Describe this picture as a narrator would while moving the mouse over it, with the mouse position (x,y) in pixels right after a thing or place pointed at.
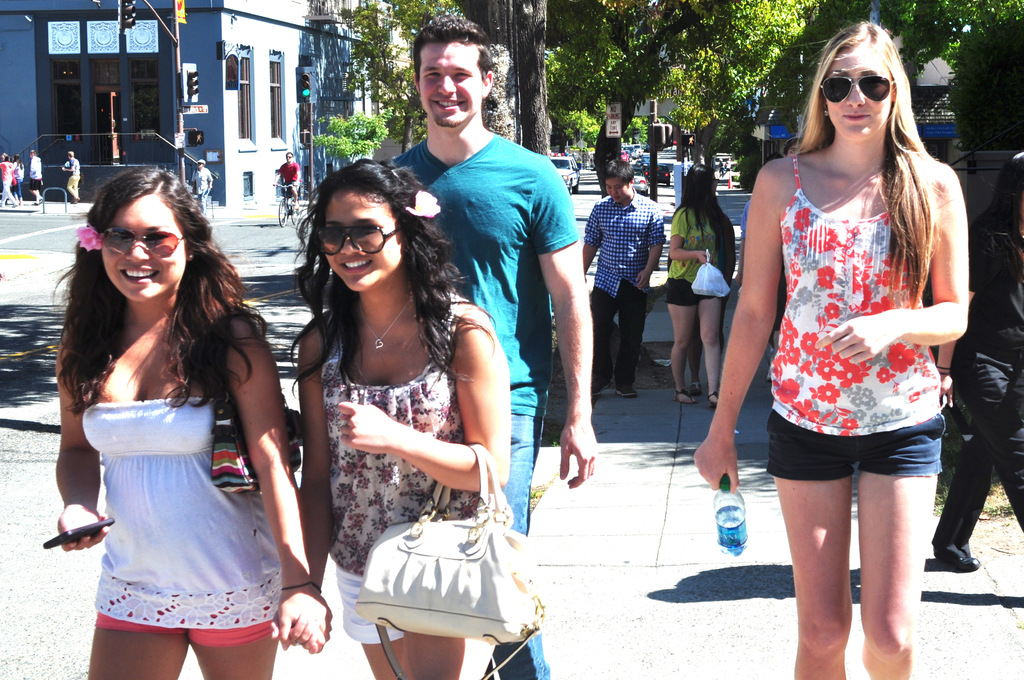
This picture shows a group of people (269,667) standing and holding water bottle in their hand (721,453) and we see couple of trees (678,46) and a building (277,13) and we see a man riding bicycle (294,218).
